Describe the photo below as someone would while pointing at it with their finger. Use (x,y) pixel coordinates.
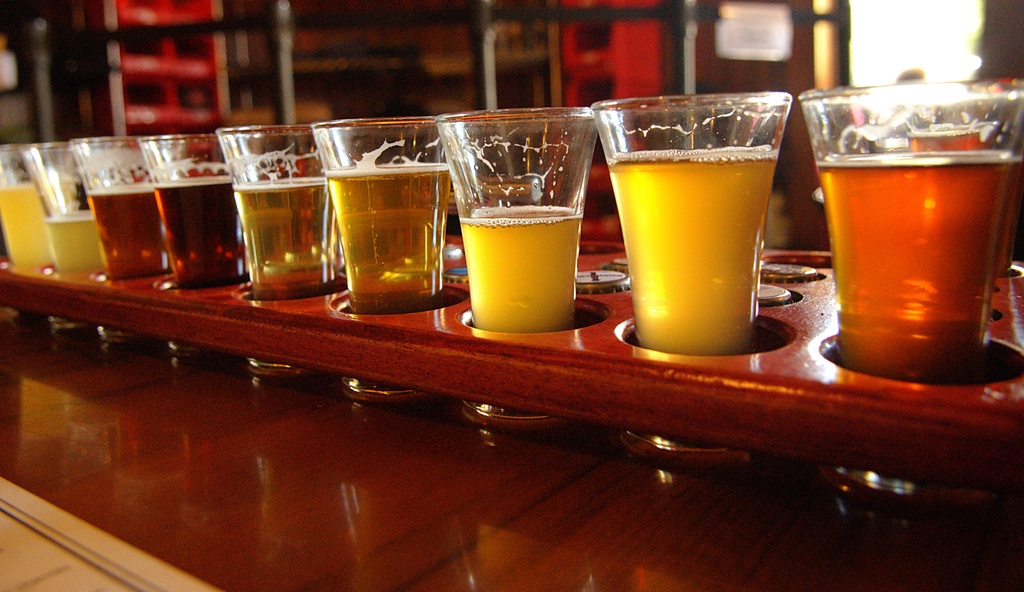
In this image we can see there is a table (3,416). On the table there are some glasses of drink (17,241) arranged.
